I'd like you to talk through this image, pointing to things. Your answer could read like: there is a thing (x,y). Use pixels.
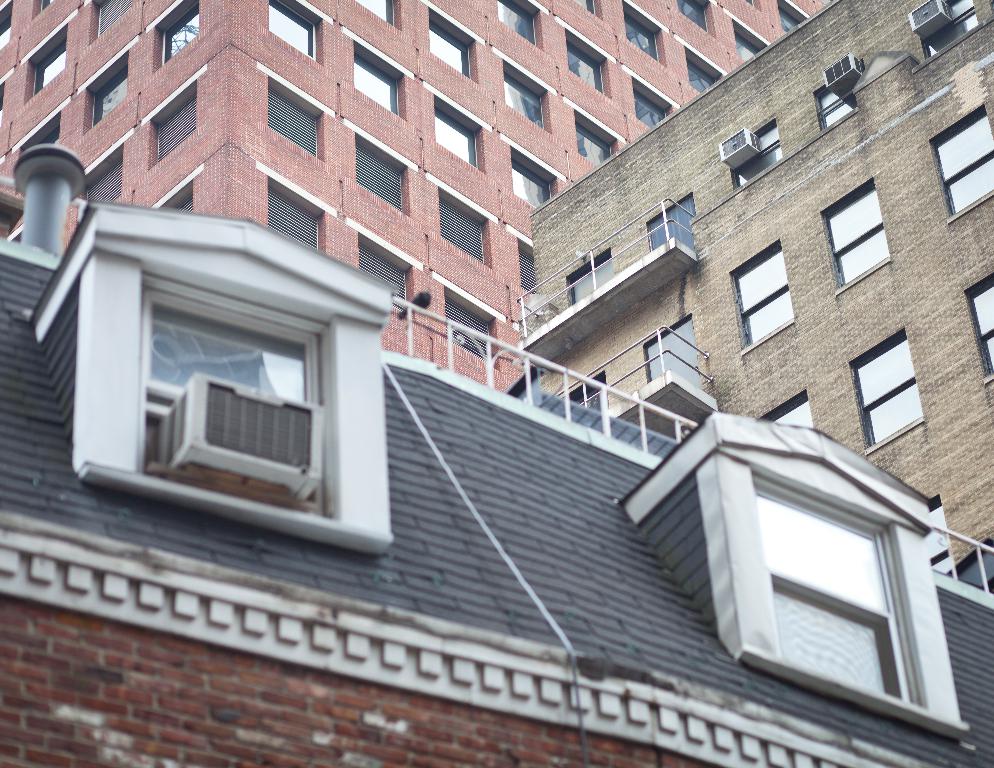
In this image we can see the buildings (572,360) with the glass windows (950,171). We can also see the air conditioners (189,423) and also the railing (694,424).
